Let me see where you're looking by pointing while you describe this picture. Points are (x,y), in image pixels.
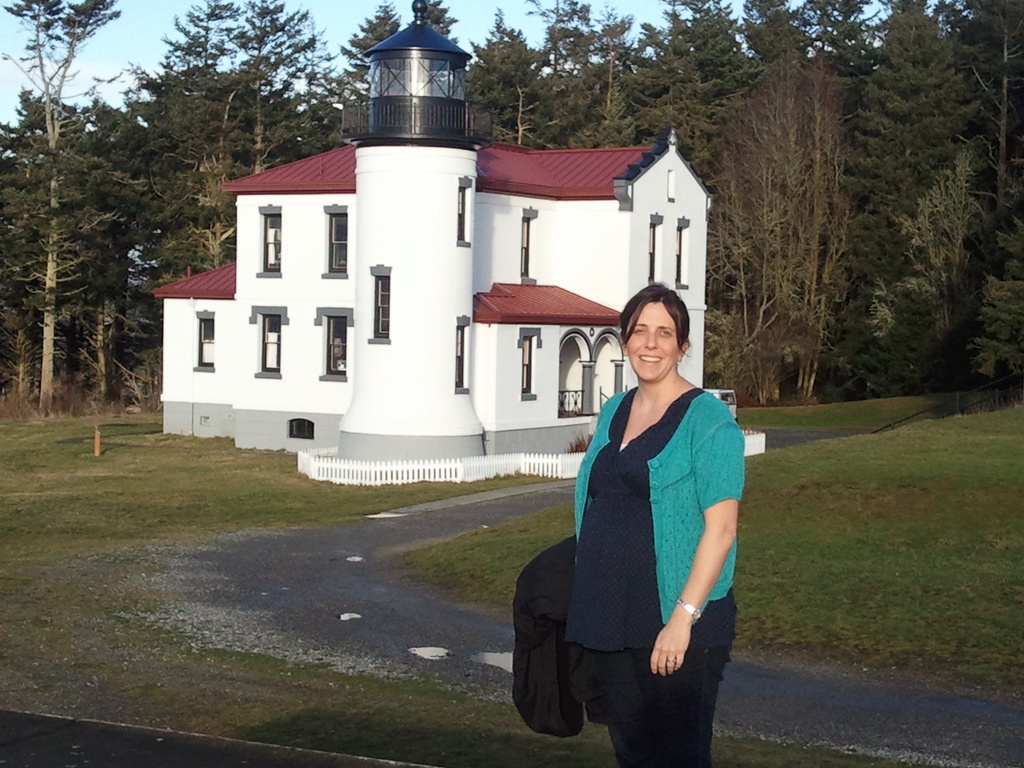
The woman (648,488) in front of the picture is standing. She is wearing a black and green dress (646,537). She is smiling. At the bottom of the picture (290,686), we see the road (202,752) and the grass (290,686). Behind her, we see a building (475,299) in white color with maroon color roof (319,190). There are trees (877,228) in the background (776,195).
